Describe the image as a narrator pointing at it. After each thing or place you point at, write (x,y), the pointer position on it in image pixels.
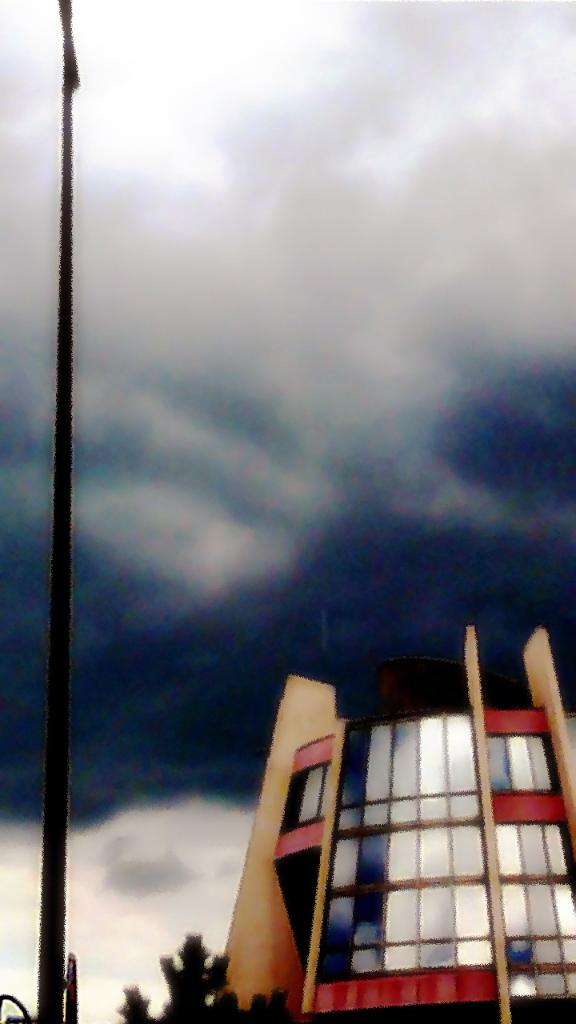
In this picture we can see a building (445,936) on the right side (551,933), on the left side (52,840) there is a pole (57,835), we can see a tree (199,989) at the bottom (190,988), there is the sky (281,426) at the top of the picture (291,325).
